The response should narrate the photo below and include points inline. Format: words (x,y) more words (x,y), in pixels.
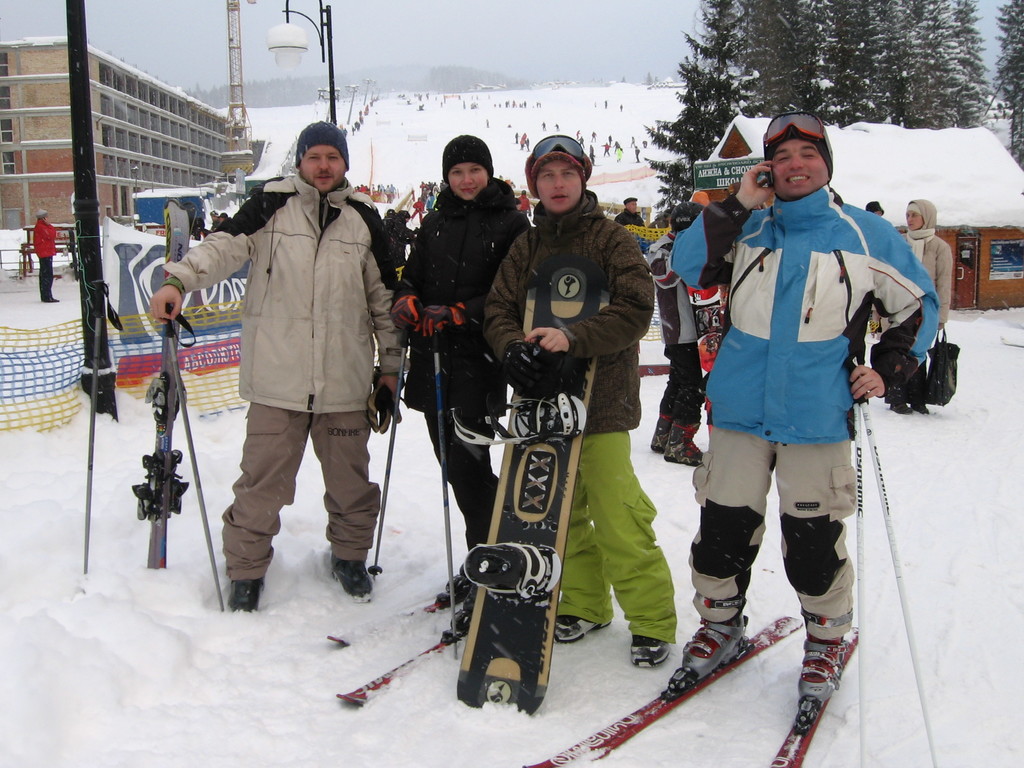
In this image we can see few people (474,302) standing. They are wearing caps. Two persons (831,293) are having goggles (578,152). And few (478,487) are standing on ski boards (802,721) and holding sticks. In the background (226,175) there are buildings (884,179). Also we can see a banner (132,255). On the ground (98,502) there is snow (972,466). And there are many people (925,371) in the background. There are trees (723,48). Also we can see a light pole (308,17). In the background (305,60) there is sky (272,65).
